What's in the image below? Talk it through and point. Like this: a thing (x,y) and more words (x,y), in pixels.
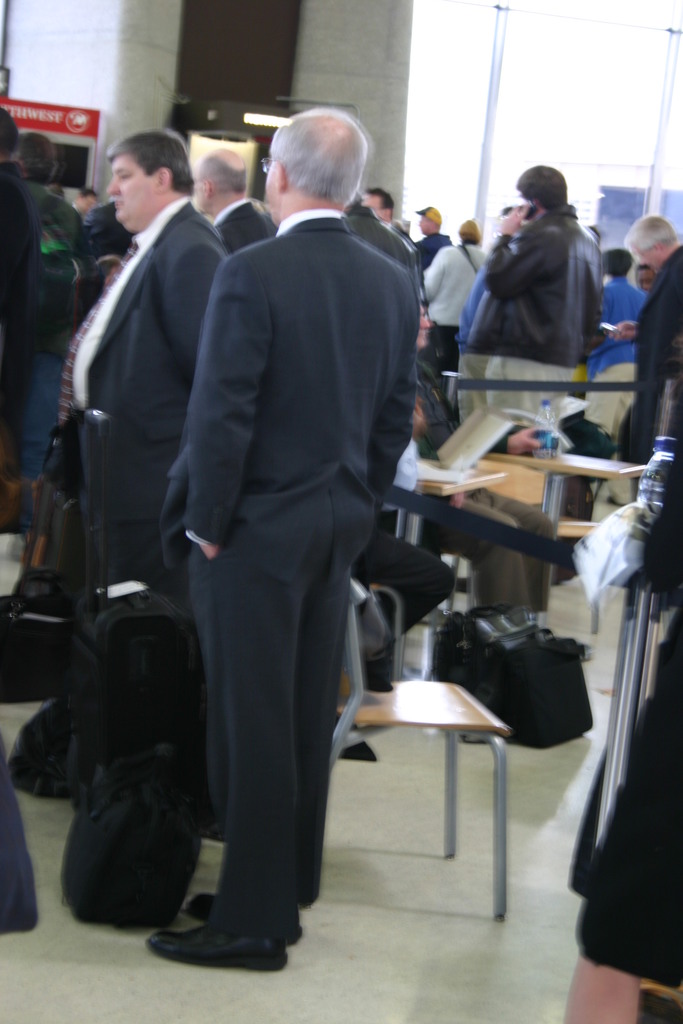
In this image it seems like it is a hall (377,41) in which there are so many people (330,525) standing on the floor (286,992). In the middle (290,473) there is a person (280,477) who is wearing the suit (302,458) is standing on the floor (280,984). Beside him there is a bag (127,840). There are chairs (536,487) and benches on the floor (510,796).
